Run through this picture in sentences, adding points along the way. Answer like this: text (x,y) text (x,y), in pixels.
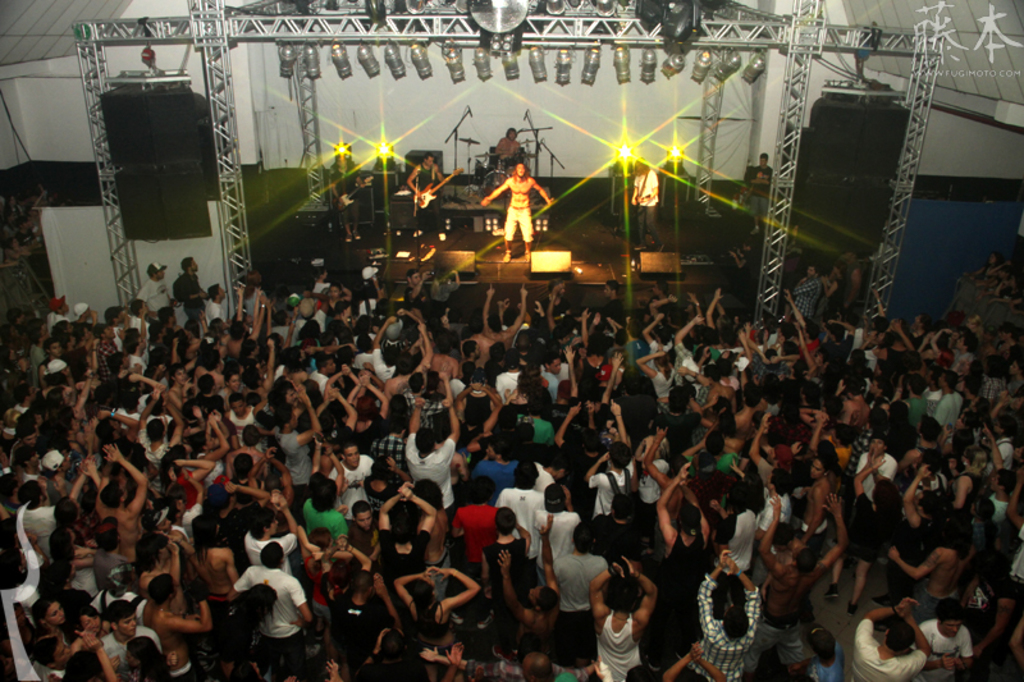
In the center of the image (525,445) a group of people (424,470) are standing. At the top of the image (561,66) we can see grills (786,69), lights (644,60), band (426,210), guitar (451,175), speakers (837,157), dais (592,244), floor (593,270) are present.
